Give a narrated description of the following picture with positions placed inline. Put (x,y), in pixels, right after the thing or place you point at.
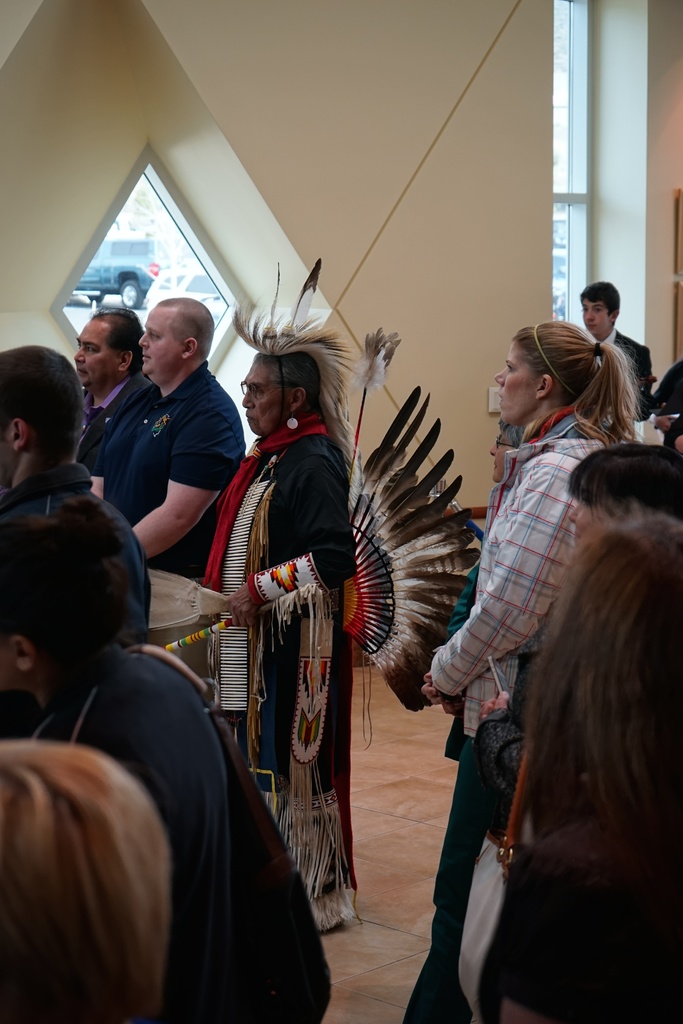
In this picture I can observe some people (155,843) standing on the floor (371,824). There are men (142,579) and women (65,853) in this picture. In the background (357,299) I can observe wall (357,185).
